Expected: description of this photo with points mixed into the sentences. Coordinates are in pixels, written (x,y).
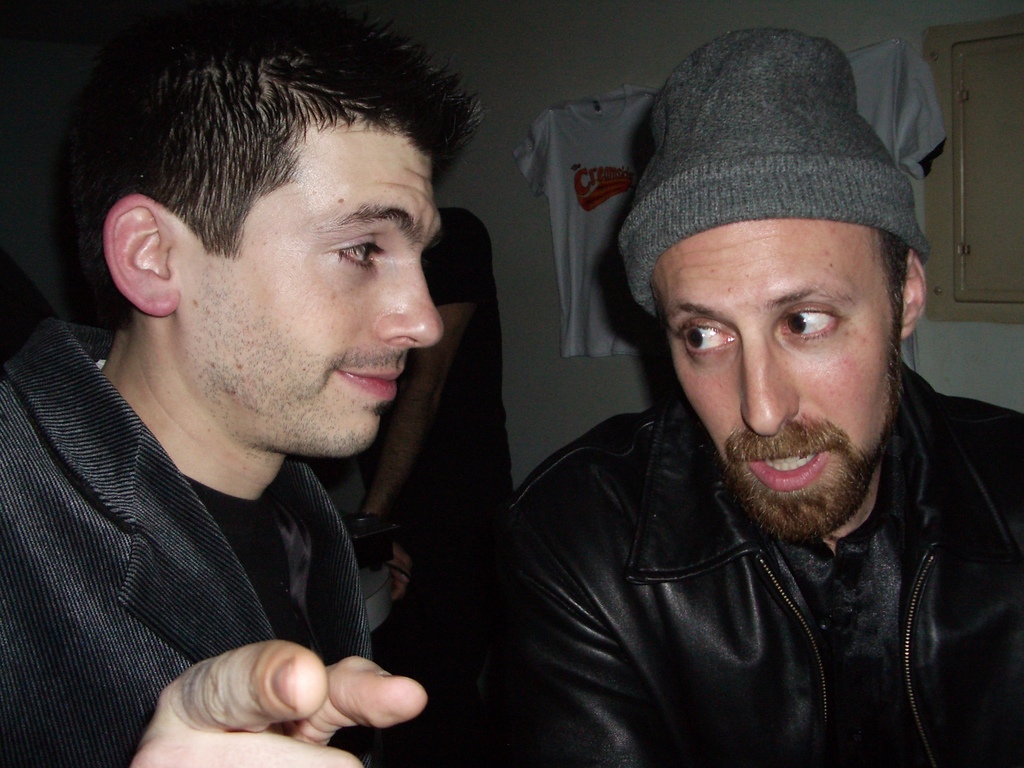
In this image we can see few people (517,518). One person (716,346) is wearing a cap (765,165). In the back (614,58) there is a wall (520,40). Near to the wall (488,77) there is a t shirt (585,157). On the right side (939,173) there is a door (994,128).
